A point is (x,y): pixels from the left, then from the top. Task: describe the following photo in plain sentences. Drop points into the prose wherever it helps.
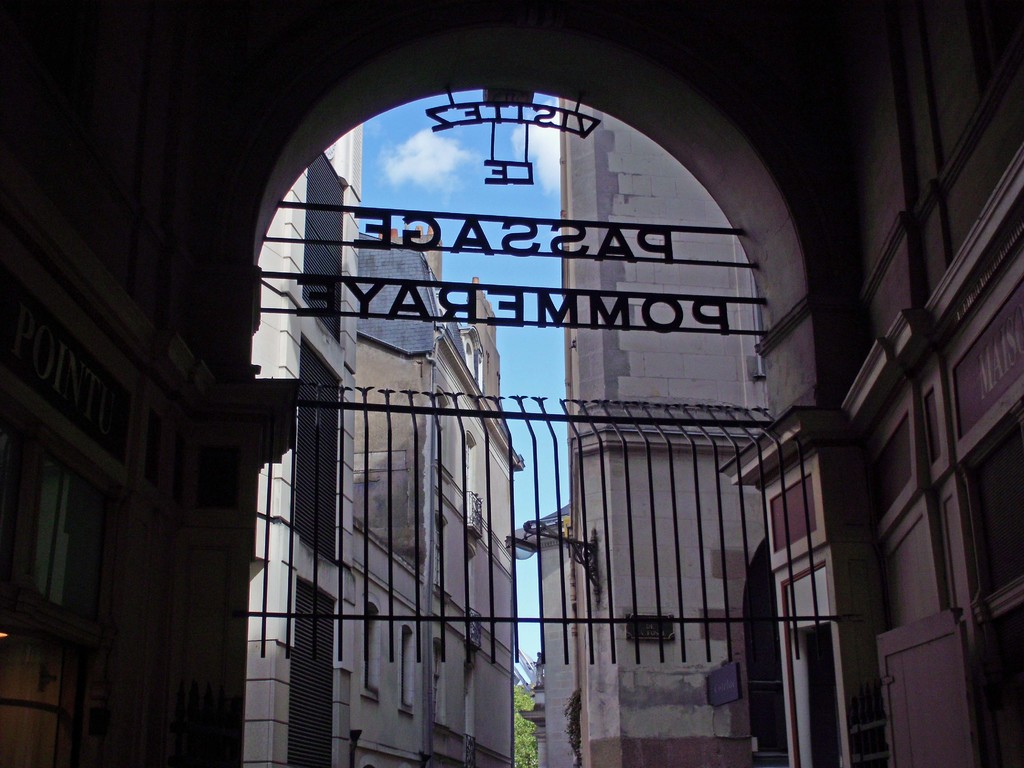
In this image we can see a building (631,180), here is the arch (705,113), here is the fencing (609,594), here is the wall (710,526), here is the tree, at above here is the sky (500,247).
